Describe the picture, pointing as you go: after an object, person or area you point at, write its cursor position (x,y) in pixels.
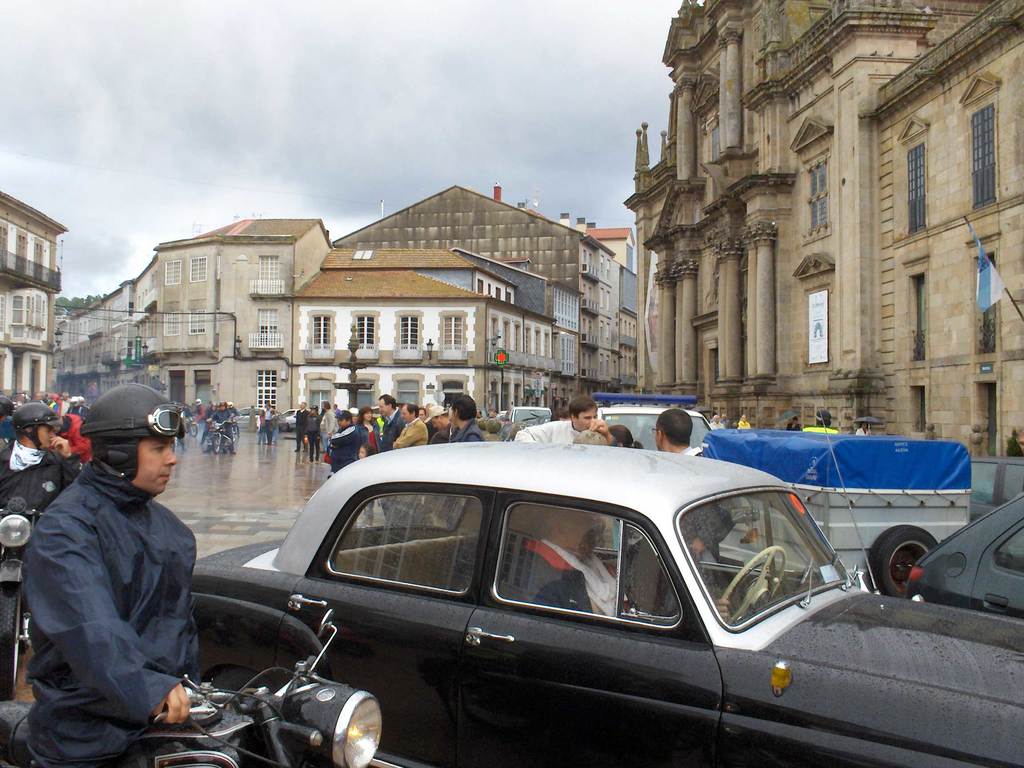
At the top (389,103) we can see a sky (361,127) and it seems like a cloudy day. Here we can see buildings (787,266). This is a board (812,321) and here we can see a flag (988,285) over a building (997,303). We can see few persons (363,411) standing and few are riding vehicles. Here we can see a car (705,668) in black colour and few vehicles (865,517) on the road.
